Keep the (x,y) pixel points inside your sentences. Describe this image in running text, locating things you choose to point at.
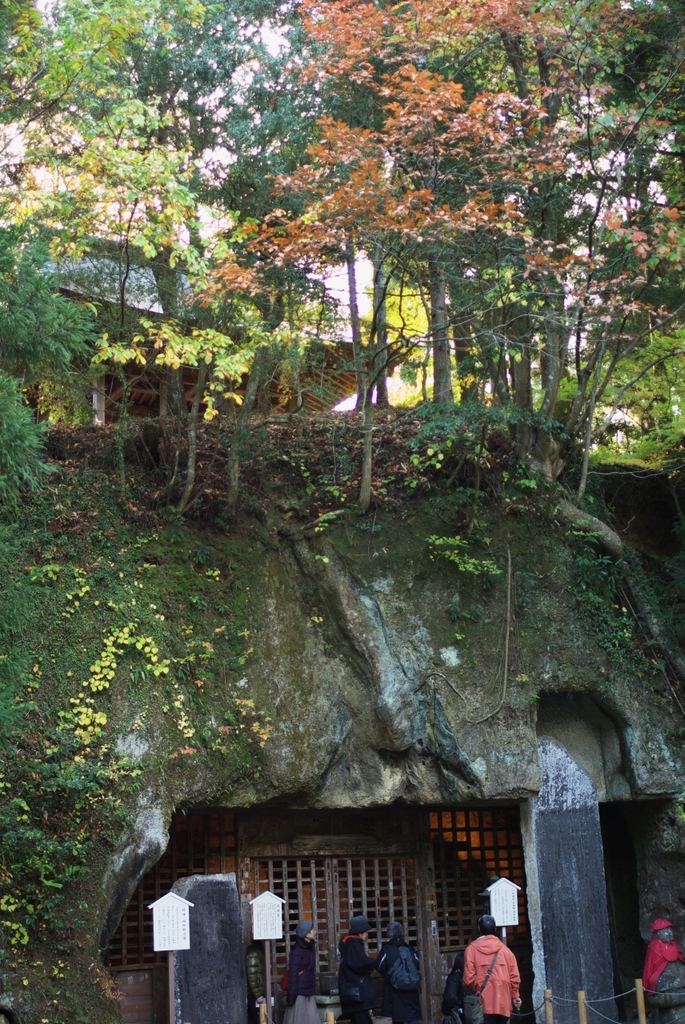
In the center of the image (332,617) a cave (401,627) is present. At the bottom of the image (325,876) we can see door (157,880), boards (269,905), some persons (365,940) are there. At the top of the image (329,241) some trees (122,303) and hut (110,272), sky (365,262) are present.
